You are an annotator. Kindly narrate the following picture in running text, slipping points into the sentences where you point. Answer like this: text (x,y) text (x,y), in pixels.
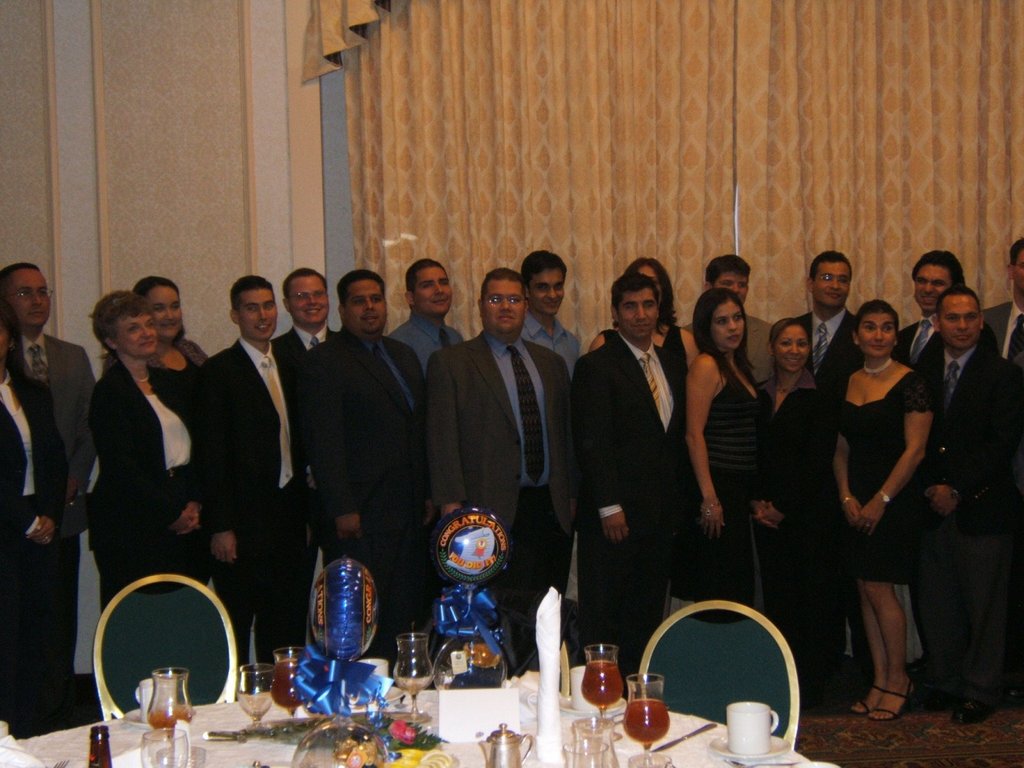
In this image we can see a group of people (769,502) standing on the floor (929,719). We can also see a wall (325,233) and the curtains (773,227). In the foreground (704,745) we can see some chairs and a table (699,761) containing some glasses (645,735), mementos (317,695), a bottle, tissue papers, a jar (491,741), cups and some objects (469,734) placed on it.
